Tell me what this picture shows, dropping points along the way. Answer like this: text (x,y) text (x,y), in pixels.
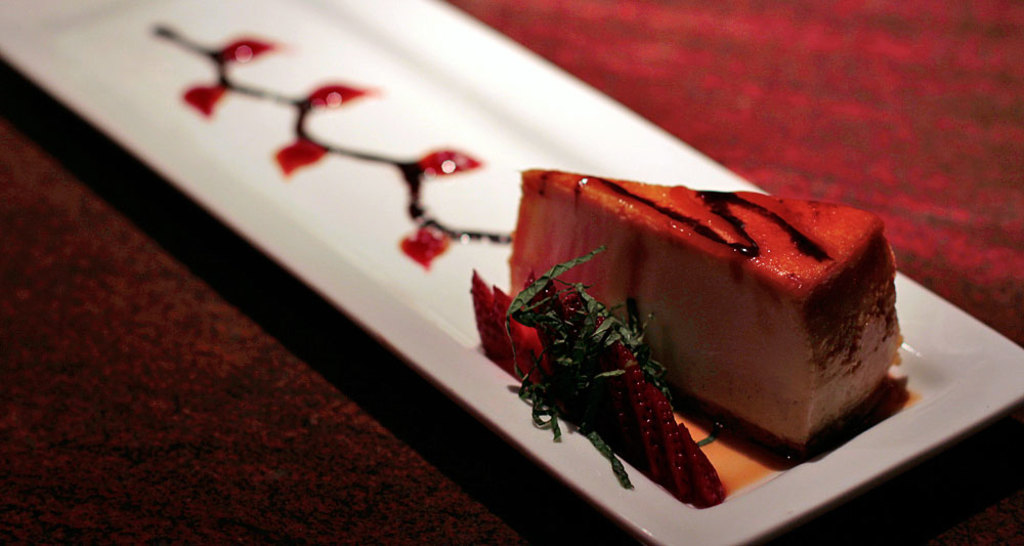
In this picture I can see food (841,319) in the tray (364,21) and looks like a table (841,135) in the background (791,121).
